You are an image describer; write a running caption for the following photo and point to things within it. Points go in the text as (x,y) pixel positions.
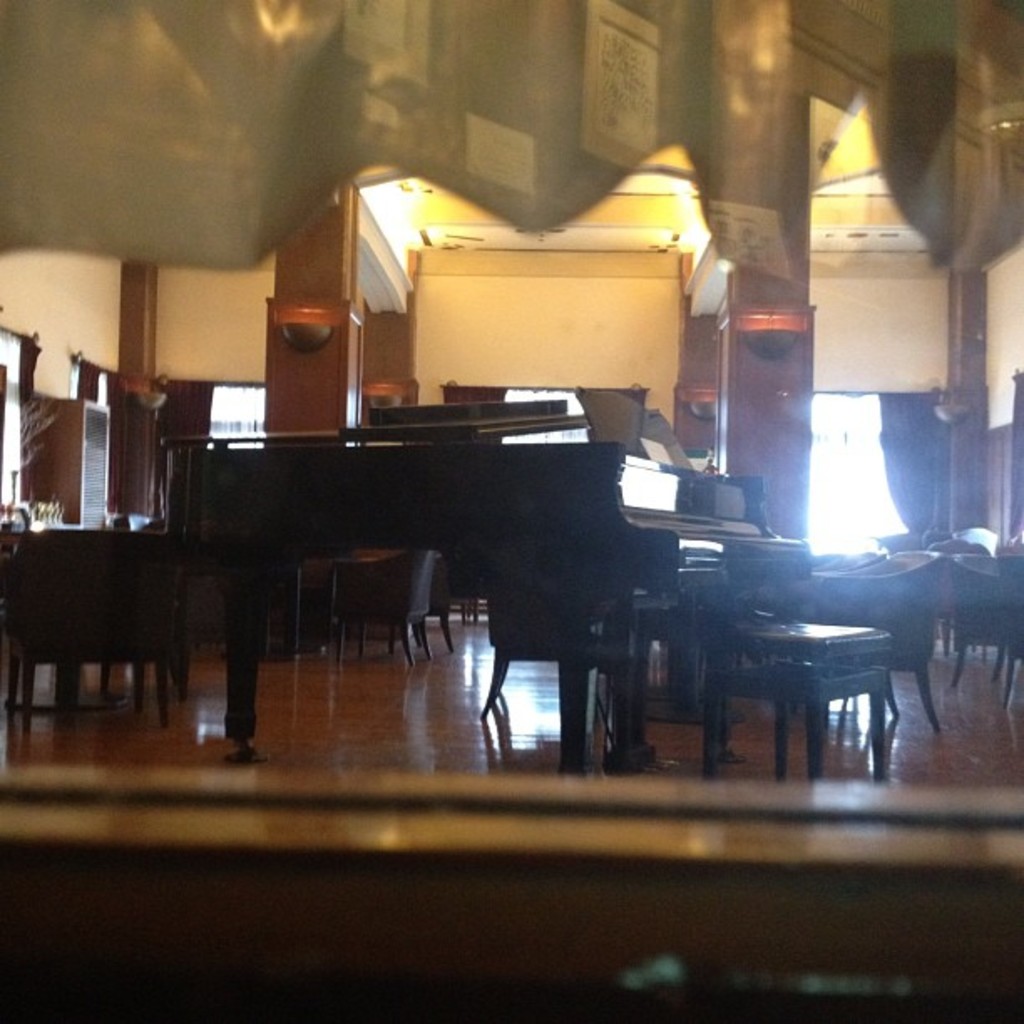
There is a room (699,570). There is a table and chair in a room (693,582). we can see in background (20,420) pillar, wall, cupboard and window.
